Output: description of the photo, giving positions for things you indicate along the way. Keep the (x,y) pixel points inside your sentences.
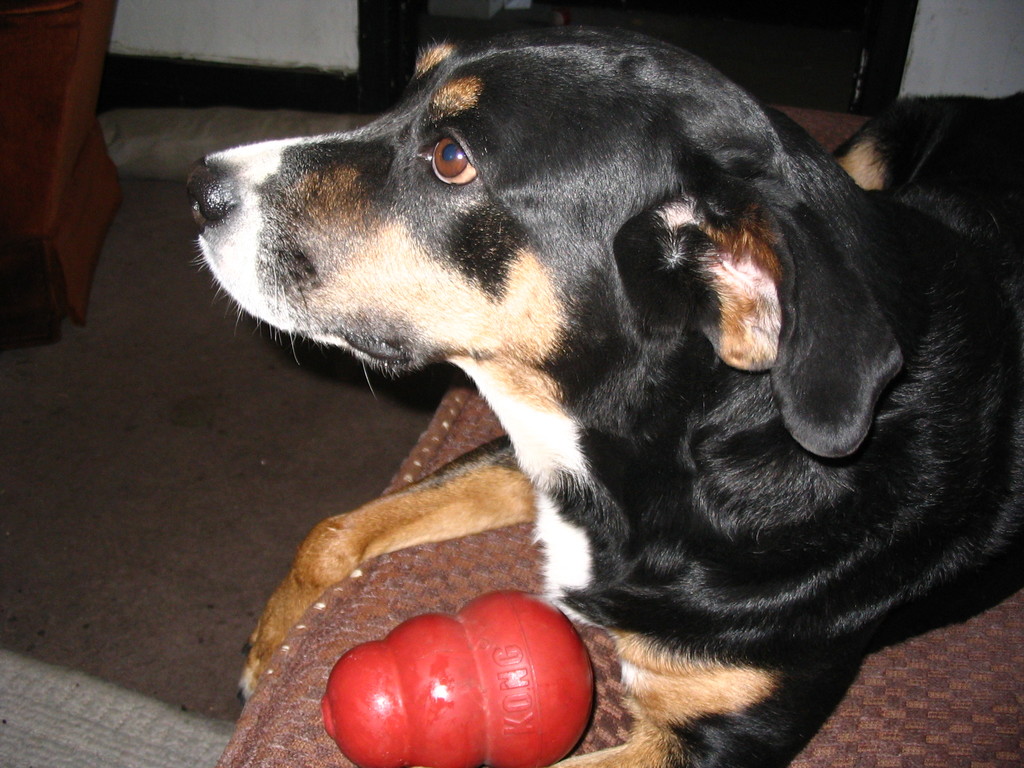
In the center of the image (470,378), we can see a dog (651,443) on the bed (881,753) and there is an object (385,645). In the background (218,22), there is a stand (53,98) and a wall (278,20). At the bottom (176,513), there is a floor (145,480).
